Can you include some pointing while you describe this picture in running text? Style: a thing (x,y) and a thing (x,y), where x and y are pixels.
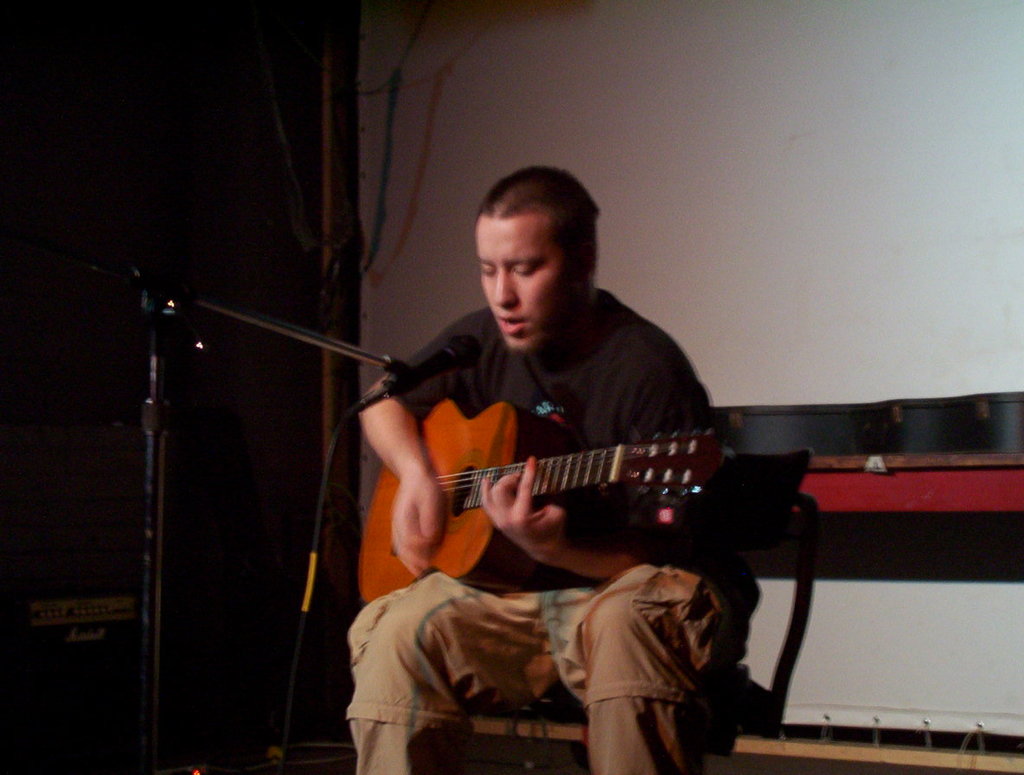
This is a picture of a man (687,630) sitting on a chair (760,715) holding a guitar (458,485) and the man (591,395) is singing a song this is a microphone (437,361) and stand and the background of the man (549,382) is a wall (671,208).
